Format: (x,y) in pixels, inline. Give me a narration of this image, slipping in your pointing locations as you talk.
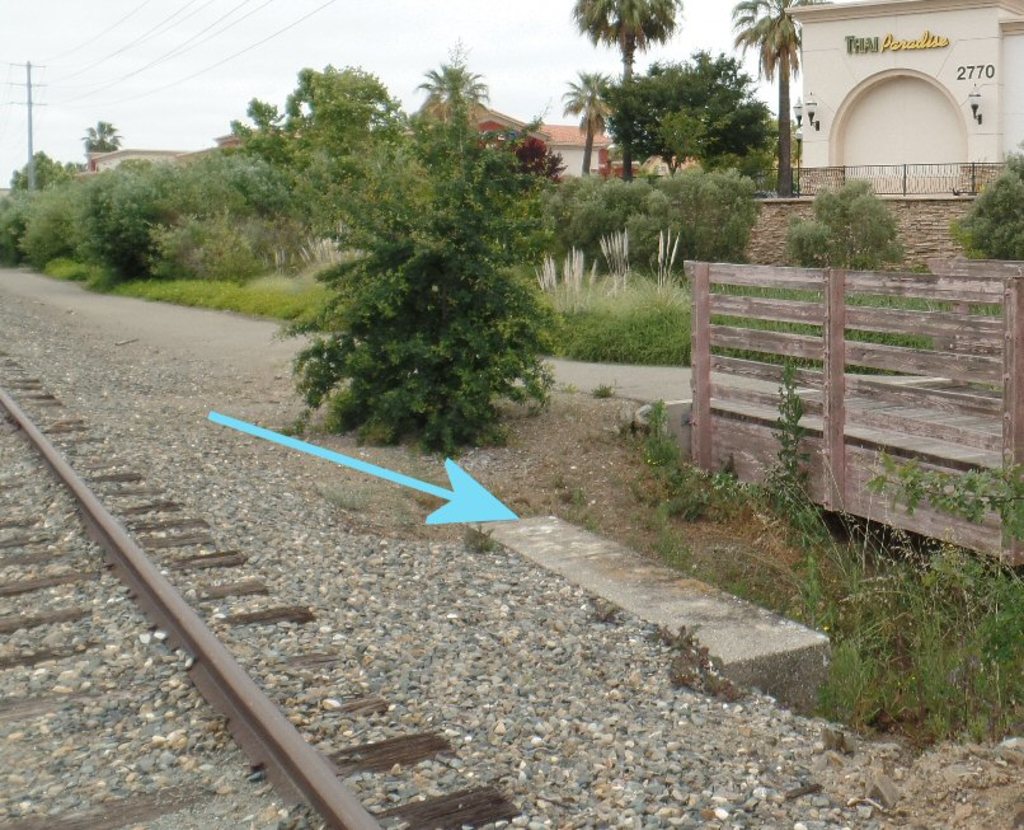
In the foreground of the image (404,576) we can see railway track (417,785) and stones (649,700). In the middle of the image (451,284) we can see trees (406,304), houses (805,145), a road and a arrow mark (459,493) which is blue in color. On the top of the image (282,75) we can see current wires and the sky (70,48).
